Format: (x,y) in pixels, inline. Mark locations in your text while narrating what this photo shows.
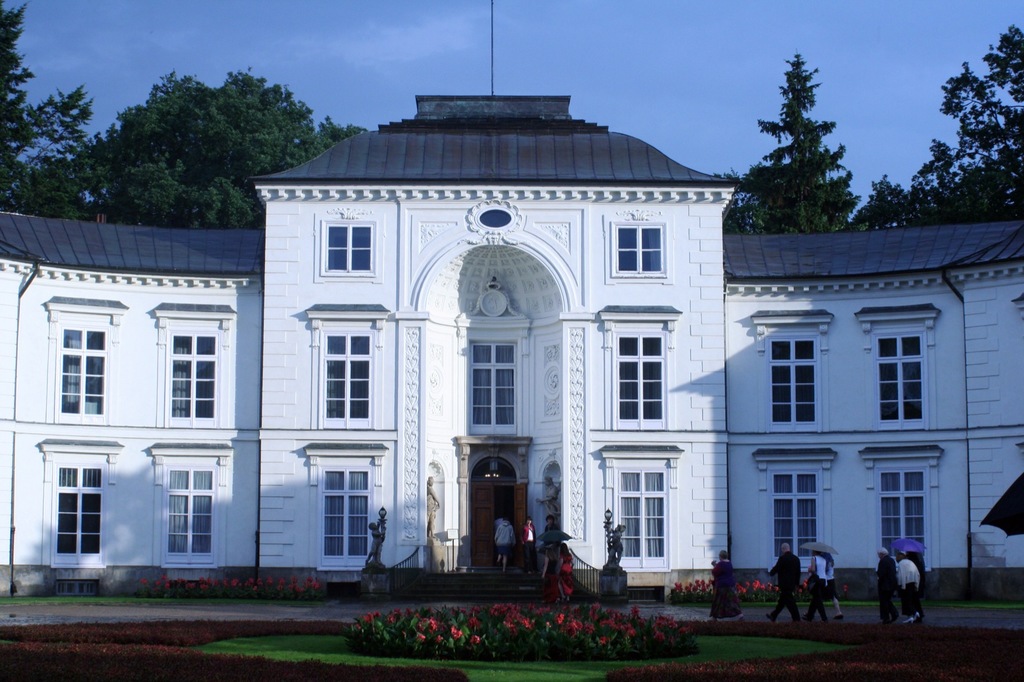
At the bottom of the picture (263,646), we see the grass (278,650), shrubs (274,670) and the plants (530,640) which have flowers (566,617). These flowers (553,635) are in red color. On the right side (797,589), we see the people (833,578) are walking on the road (874,608) and some of them are holding the umbrellas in their hands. In the middle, we see the staircase (530,579) and the stair railing (409,577). We see the people (525,528) are standing on the stairs (521,588). On either side of the stairs (521,588), we see the statues (380,542). In the middle (518,324), we see a building (329,360) in white color with a grey color roof (394,164). There are trees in the background (875,196). At the top (625,77), we see the sky (608,77).
